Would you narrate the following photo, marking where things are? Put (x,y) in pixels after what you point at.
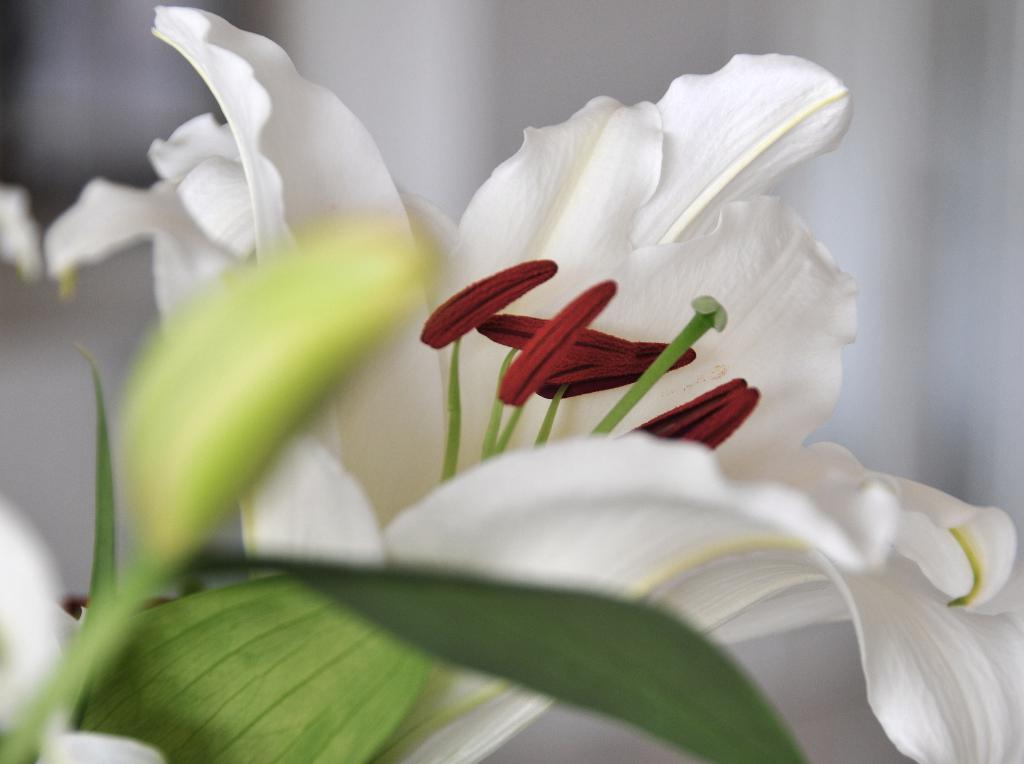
In this picture we can see leaves (271,670), flowers (164,538) and in the background (587,74) it is blurry.
